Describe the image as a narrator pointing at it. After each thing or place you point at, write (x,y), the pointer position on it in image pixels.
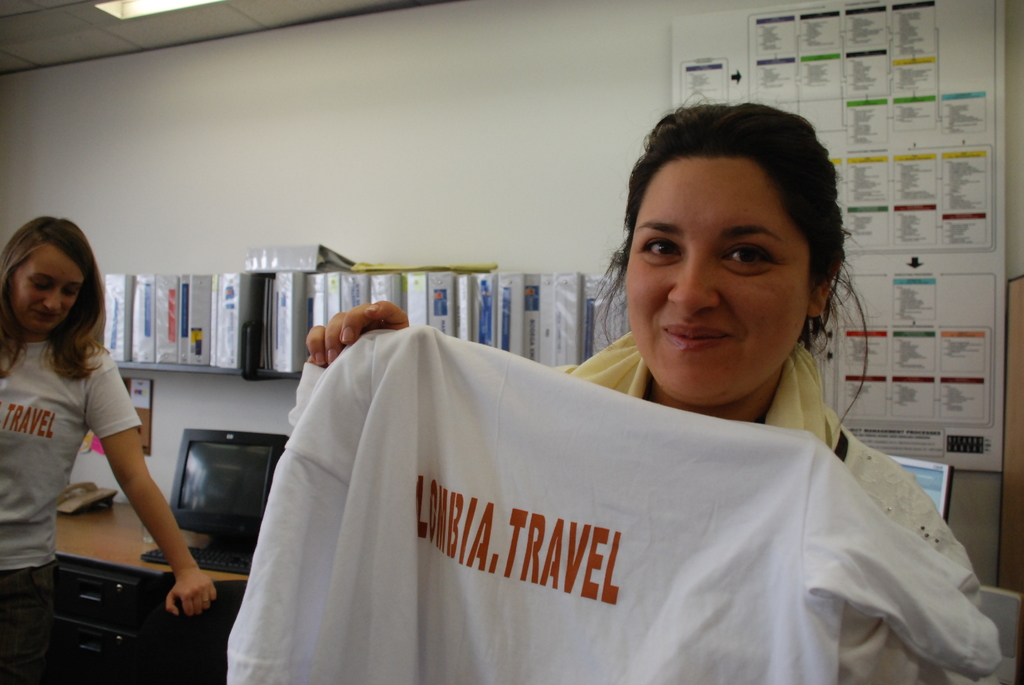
In this image a woman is holding a shirt (679,453). There is a woman (42,221) at the left side (160,542) standing. Back to her there is a table (131,641) on which a telephone (77,486) and monitor (204,516), keyboard (159,554) are present on it. There is a shelf (146,367) to the wall (124,221), books (528,330) are placed on it. There is a poster (982,5) back to this person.
